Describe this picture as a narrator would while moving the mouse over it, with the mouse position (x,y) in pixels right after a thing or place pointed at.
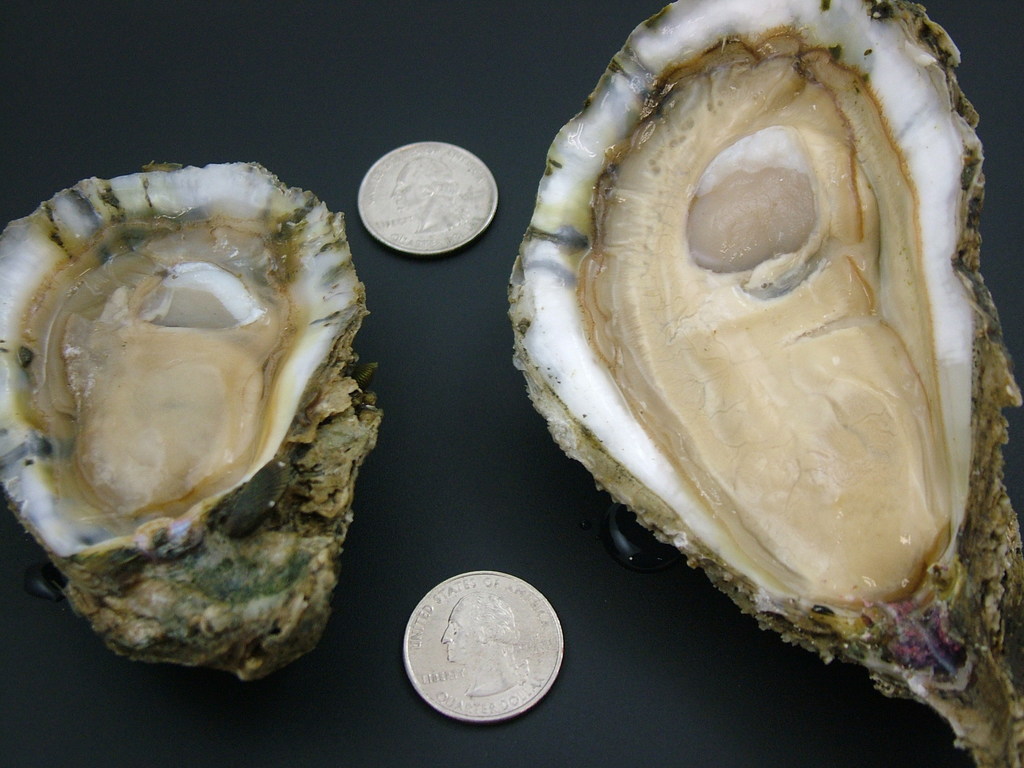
In this image we can see shells (568,331), coins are present.
